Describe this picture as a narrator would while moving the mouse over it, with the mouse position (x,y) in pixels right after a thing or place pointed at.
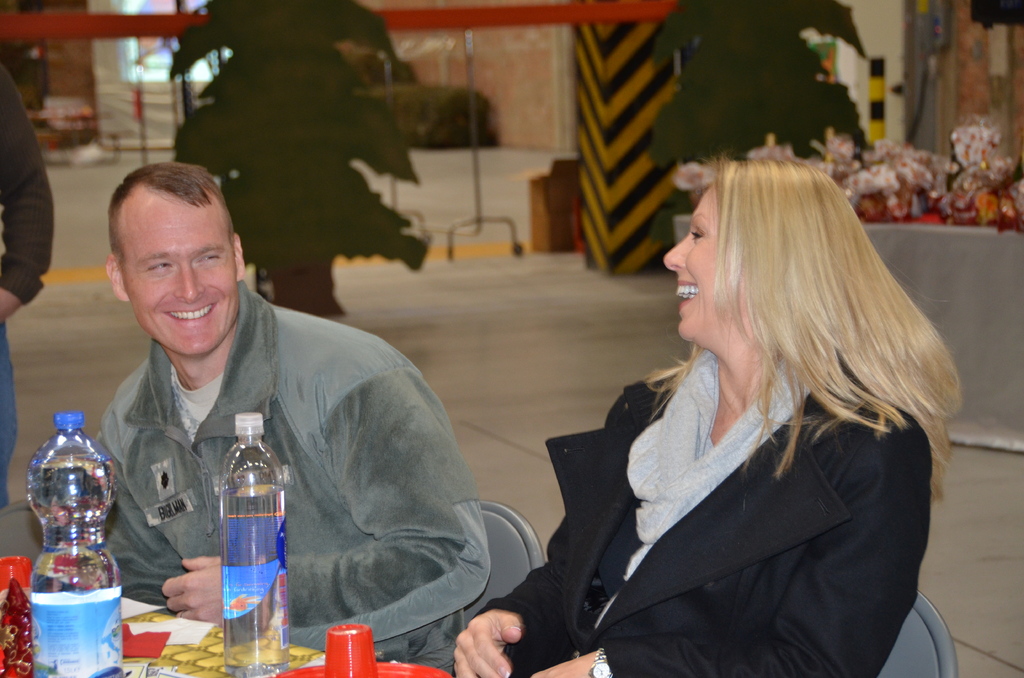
2 people (837,359) are sitting and smiling. There is another person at the left (13,78) who is standing. There are water bottles (285,655) and a red glass (345,665) on a table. There are tree shaped boards (297,88), fence (18,33) and other objects (27,90) at the back (42,126).
